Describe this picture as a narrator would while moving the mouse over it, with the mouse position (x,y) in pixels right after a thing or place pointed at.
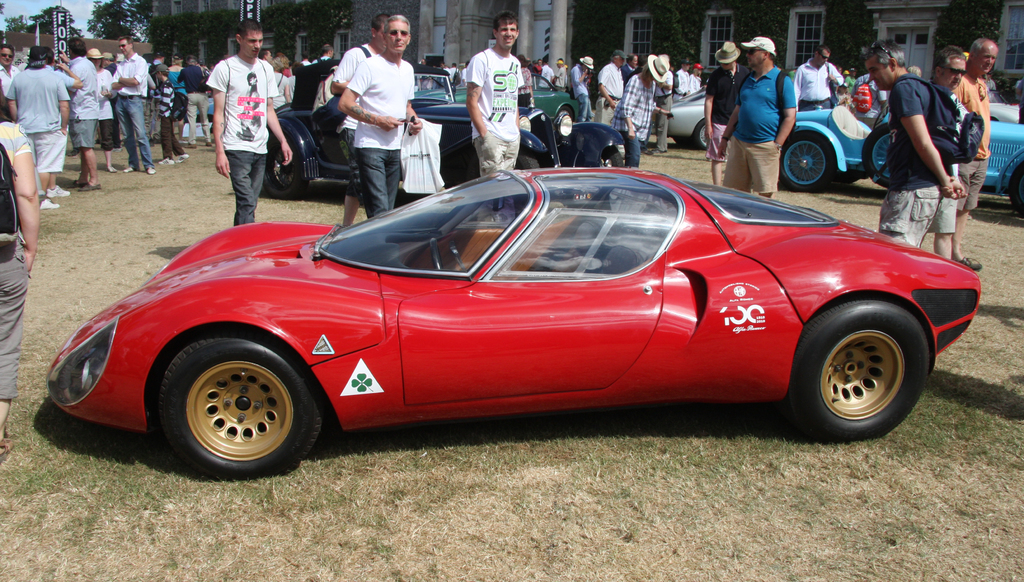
This image consists of a car (576,285) in red color. At the bottom (460,549), there is dry grass (229,524). In the background (319,154), there are many cars (335,146). This image consists of many people (759,54).
